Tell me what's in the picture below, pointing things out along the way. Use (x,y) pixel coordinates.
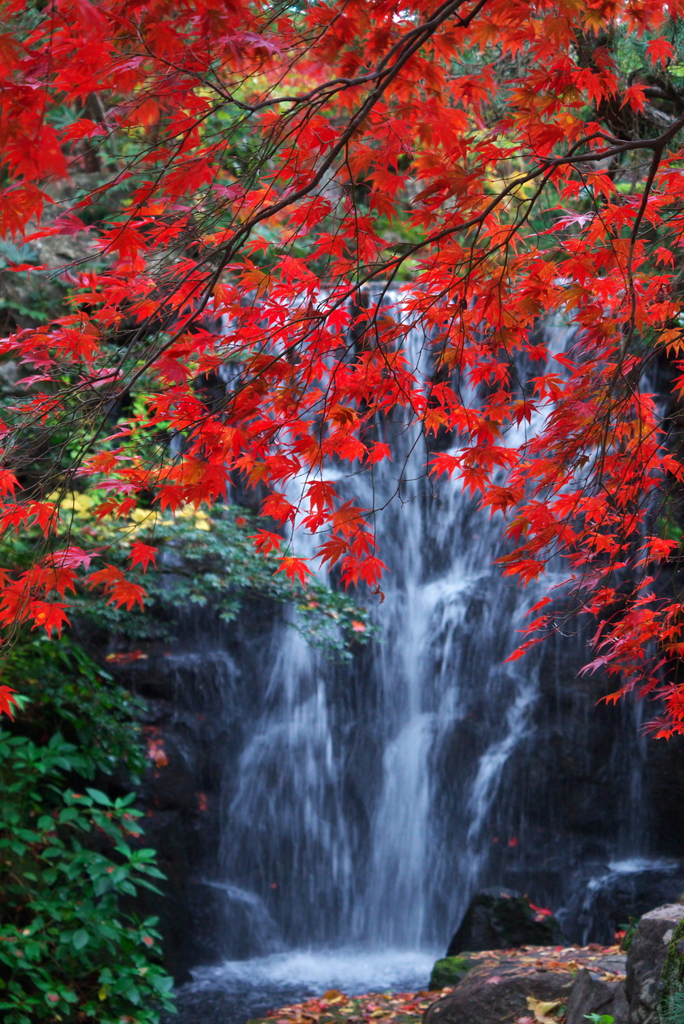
In this picture we can see water (459,643), few trees (276,519) and few rocks (553,777).
